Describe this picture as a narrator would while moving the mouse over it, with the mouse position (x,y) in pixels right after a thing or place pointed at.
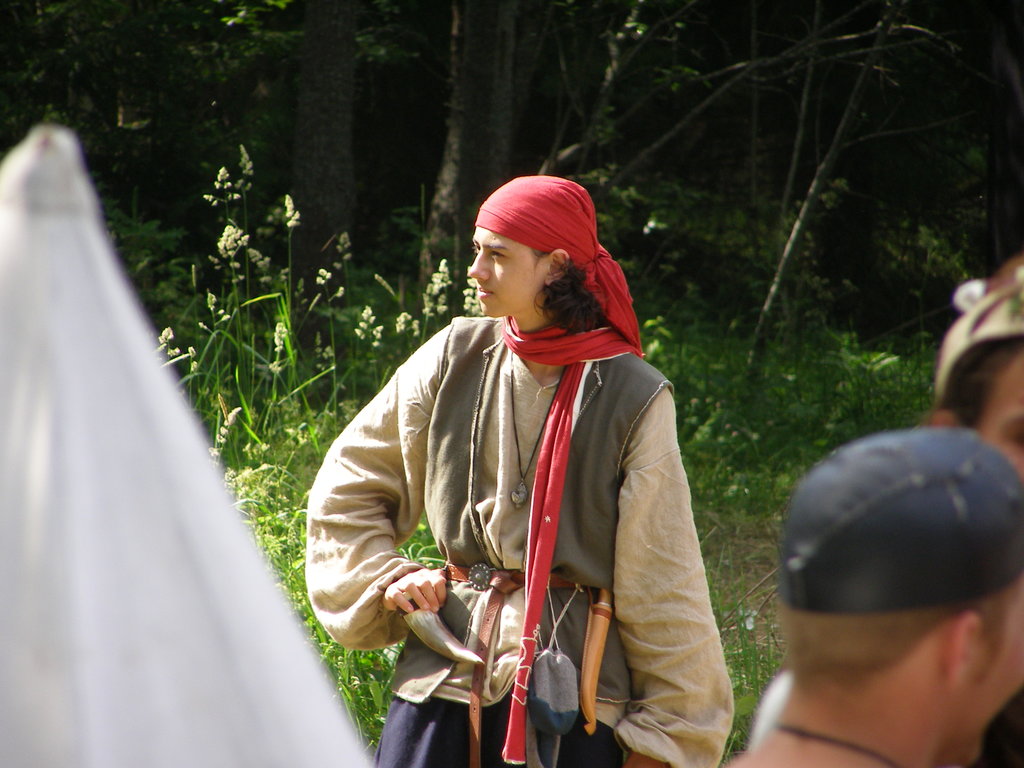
In this image, we can see a person (443,466) is standing. On the left side of the image (91,578), we can see a white color object (97,460). Background (54,115) we can see plants (786,441) and trees (738,179). On the right side (876,647) bottom corner, we can see people (946,614).
